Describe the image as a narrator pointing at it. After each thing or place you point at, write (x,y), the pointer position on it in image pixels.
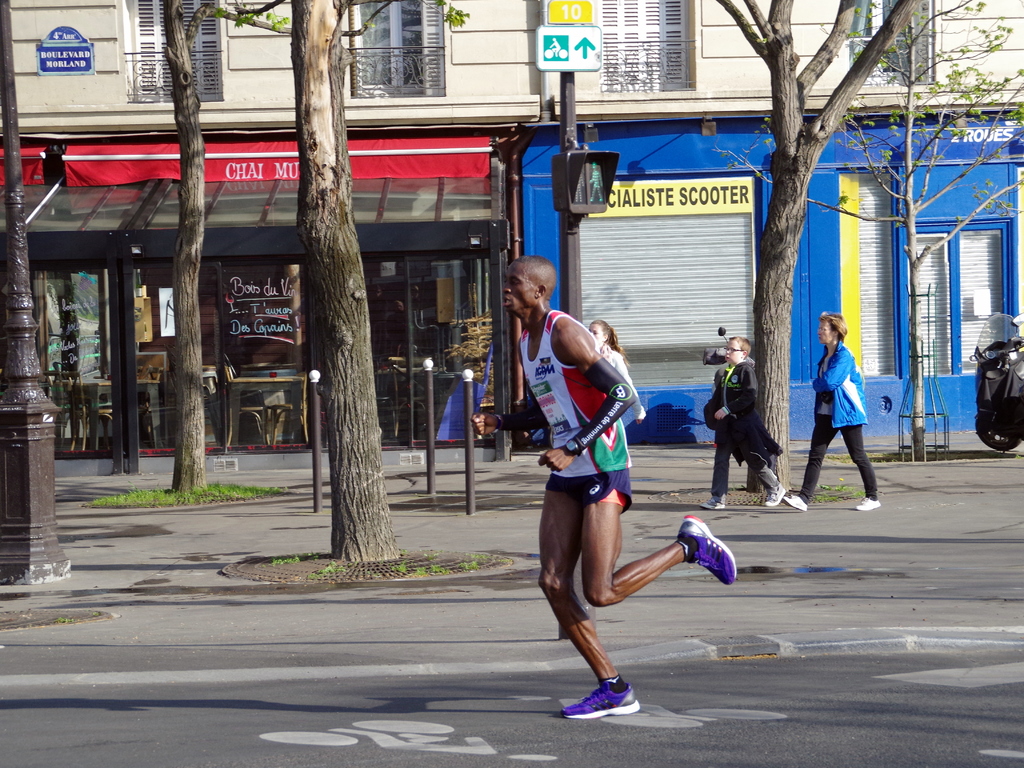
In this picture we can see a group of people (561,615), poles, trees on the ground (749,654) and in the background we can see a building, windows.
